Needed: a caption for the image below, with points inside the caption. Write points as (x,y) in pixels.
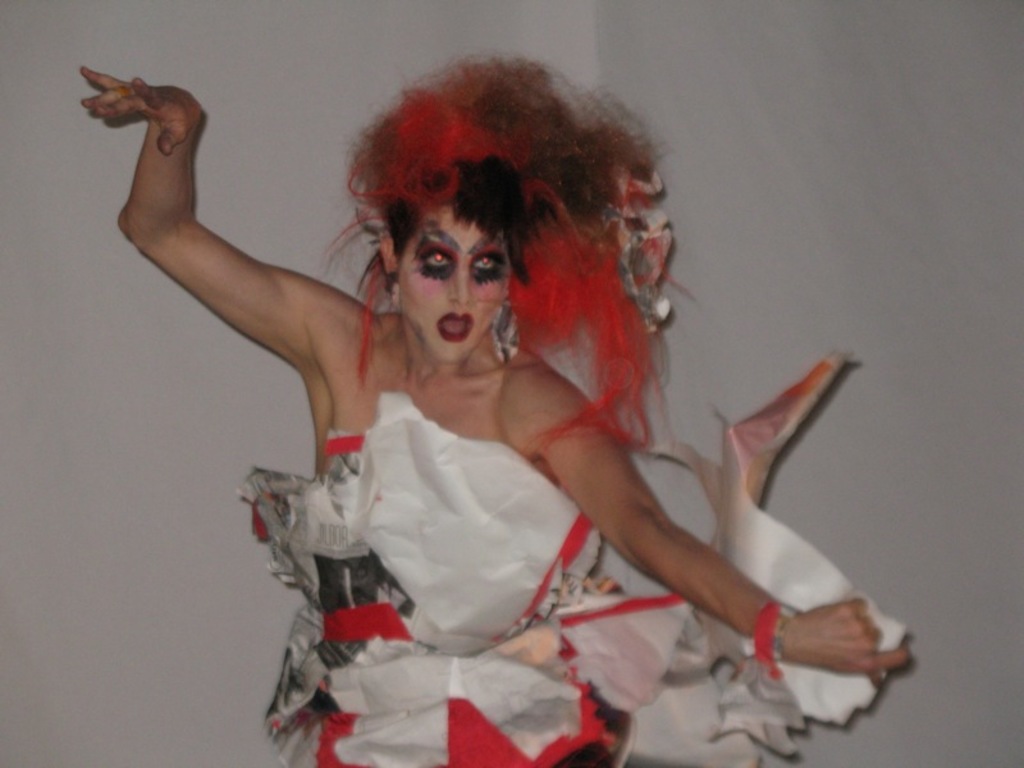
This picture shows a woman (602,721) dancing and we see painting (424,279) on her face (426,256) and to the eyes (485,262) and she wore a fancy dress (289,543) and a white wall (769,366) on the back (323,184).
